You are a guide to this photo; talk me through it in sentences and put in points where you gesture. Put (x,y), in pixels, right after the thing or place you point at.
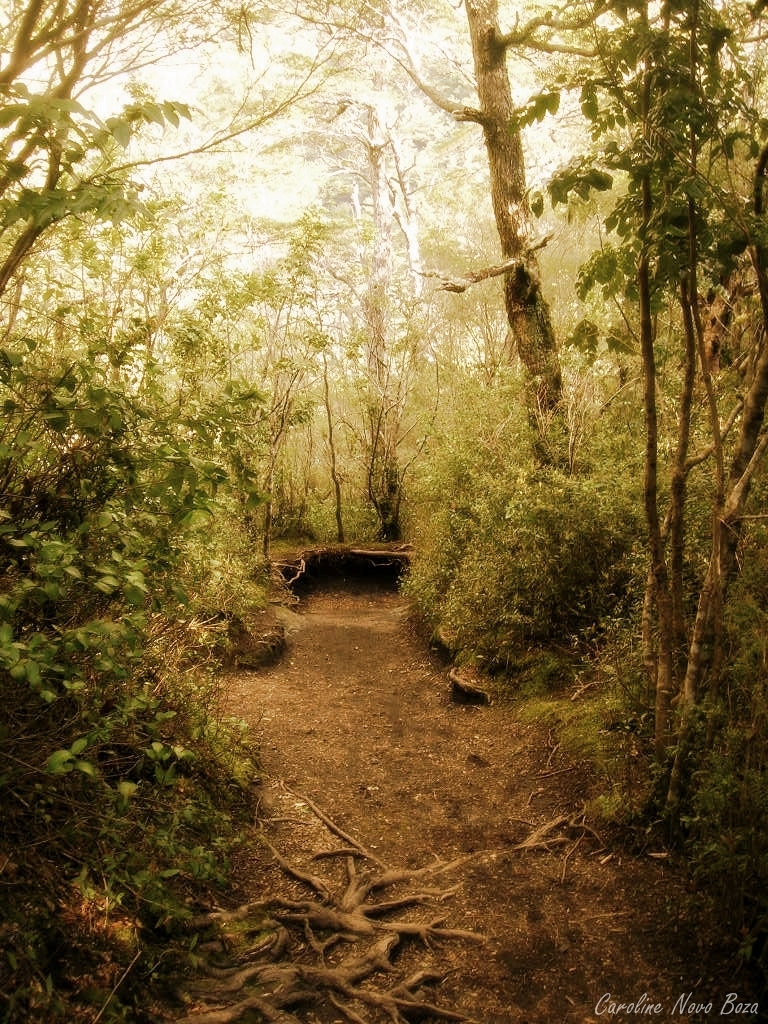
In this image, we can see so many trees (744,322), plants (144,775) and ground (397,759). Right side (635,1010) bottom corner, there is a watermark (669,1009) in the image.
